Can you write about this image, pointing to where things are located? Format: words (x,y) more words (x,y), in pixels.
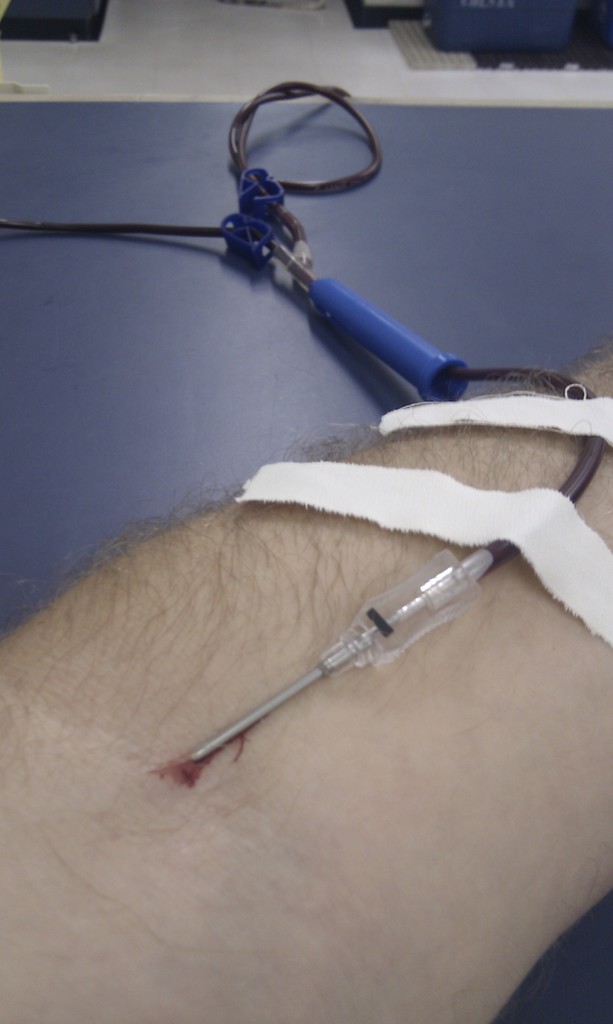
In this image we can see hand (330,806) of a person (349,757) with saline tube (418,624) with needle (361,622). Also there are plasters (418,485).
